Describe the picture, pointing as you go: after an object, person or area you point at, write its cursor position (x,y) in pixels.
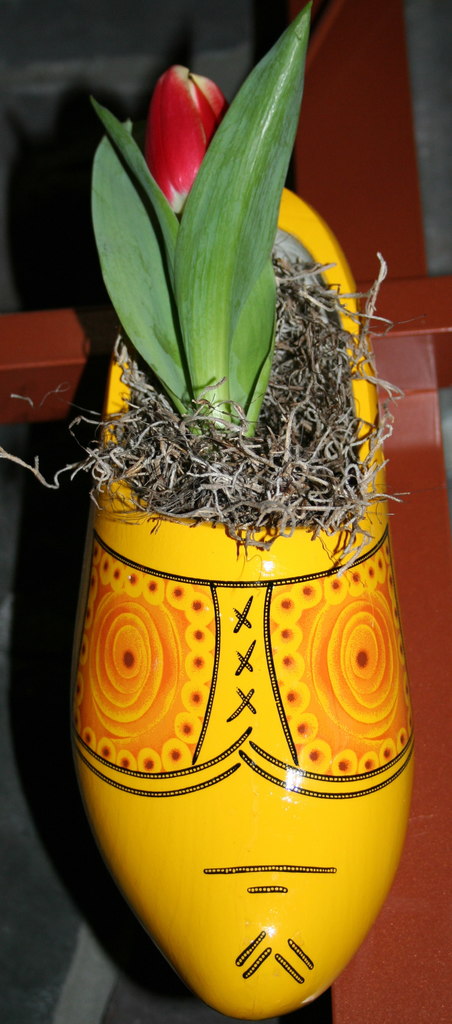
Here in this picture we can see a flower plant (204,327) present in an yellow colored flower vase (101,619), which is present on the red beams (360,950) over there.
